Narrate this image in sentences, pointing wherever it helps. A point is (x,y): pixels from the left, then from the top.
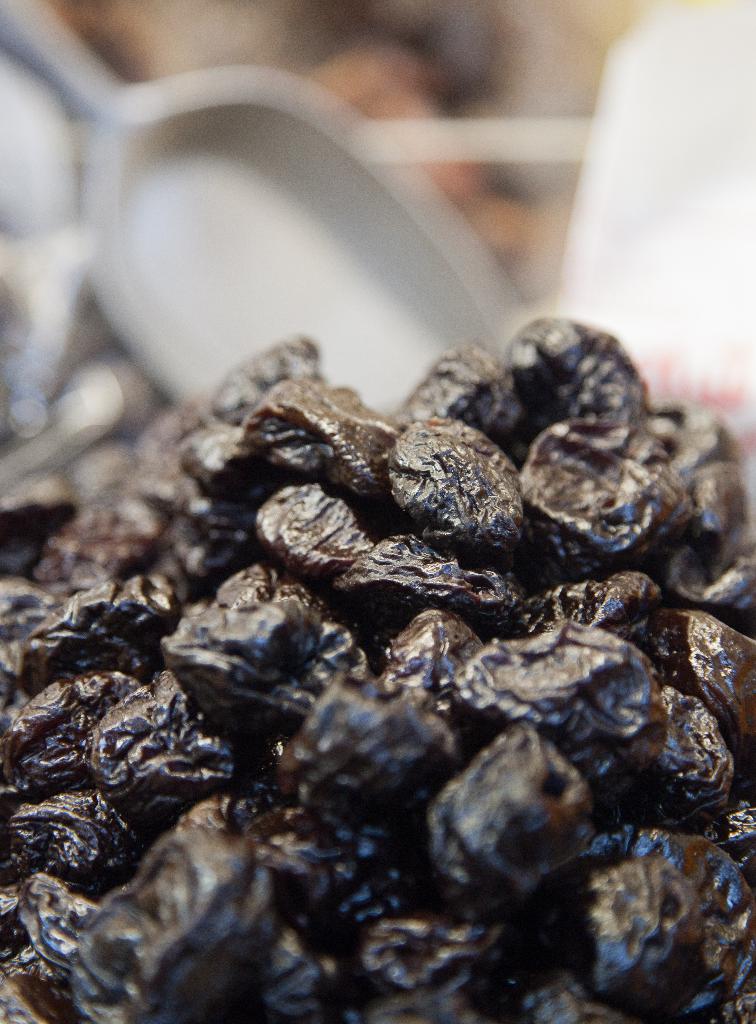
In this image, I can see a cluster of black dates (375,744). In the background (426,325), that looks like a serving spoon (250,254).
